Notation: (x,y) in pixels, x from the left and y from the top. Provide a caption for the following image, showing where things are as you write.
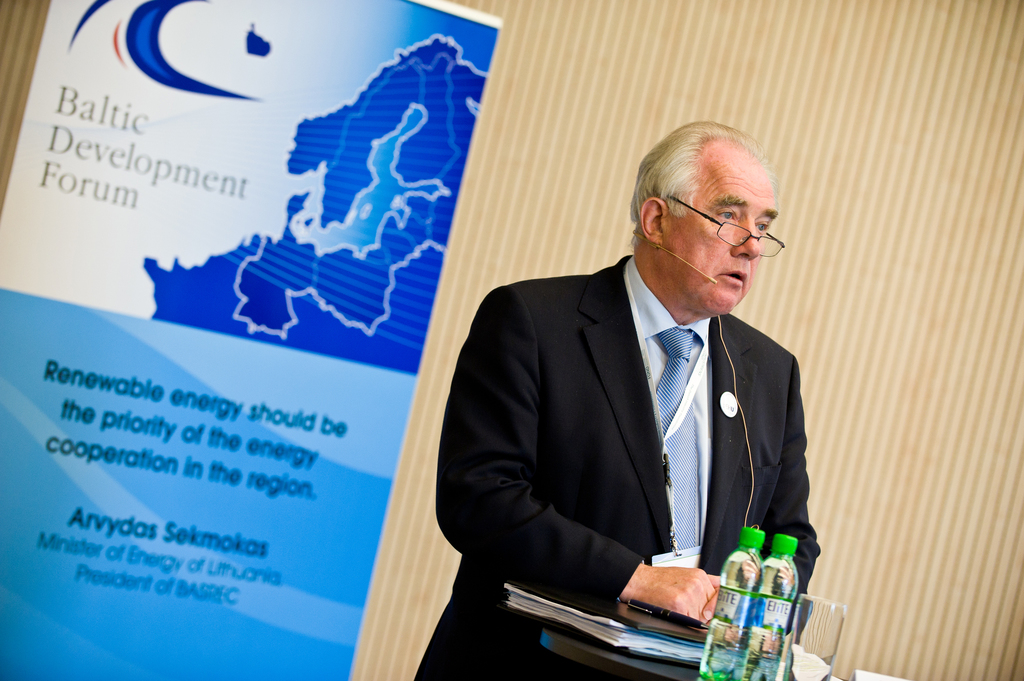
On the right side of the image (692,668) there is a podium (647,673) with bottles (776,628), glass (835,626) and file (698,636) with papers (612,628) in it. Behind the podium (680,680) there is a man (603,376) with mic (658,247) and a tag (691,383) around his neck (650,257). Behind him there is a banner (156,281) with images (144,68) and text (187,526) on it.
